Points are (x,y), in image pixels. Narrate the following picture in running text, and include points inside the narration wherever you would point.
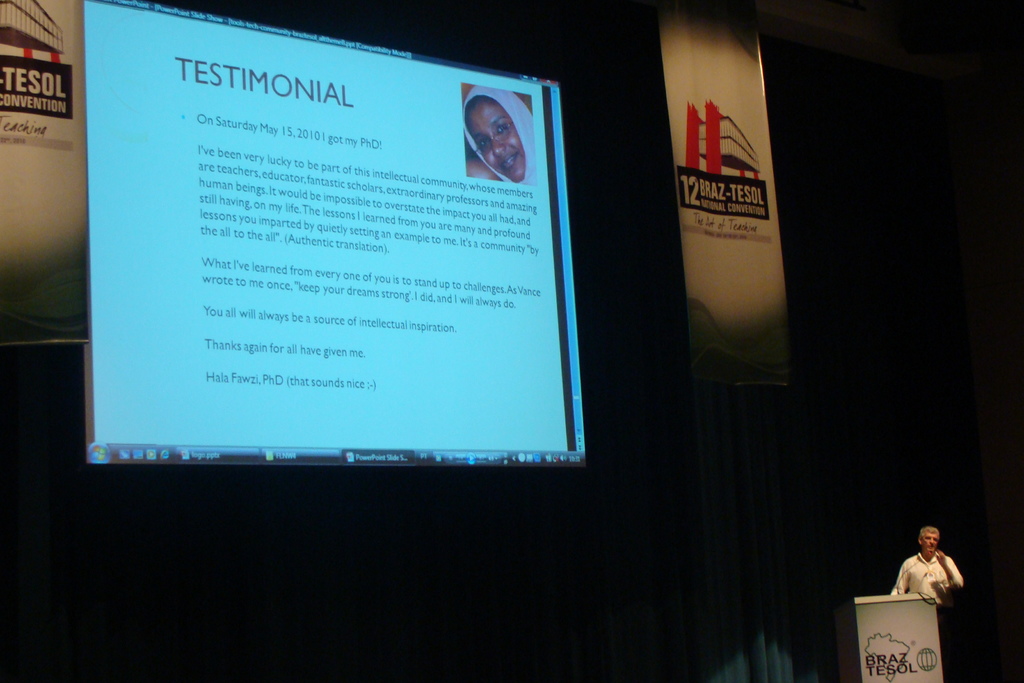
In this picture we can see a screen (187,436), on this screen (315,385) we can see some text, here we can see a person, podium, mic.
